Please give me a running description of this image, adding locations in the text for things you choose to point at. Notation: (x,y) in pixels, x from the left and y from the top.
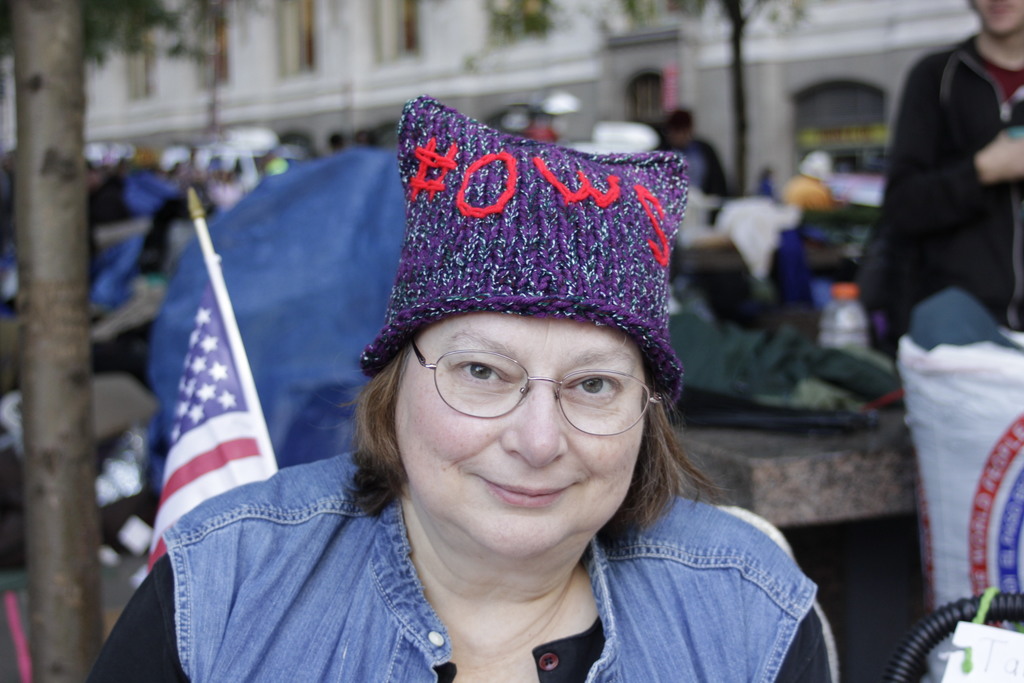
In this image there is a lady (534,374) with a smile (544,499) on her face (513,453), beside her there are few objects (242,213), behind her there are few people (92,186) and there are buildings (479,78) and trees (59,138).
